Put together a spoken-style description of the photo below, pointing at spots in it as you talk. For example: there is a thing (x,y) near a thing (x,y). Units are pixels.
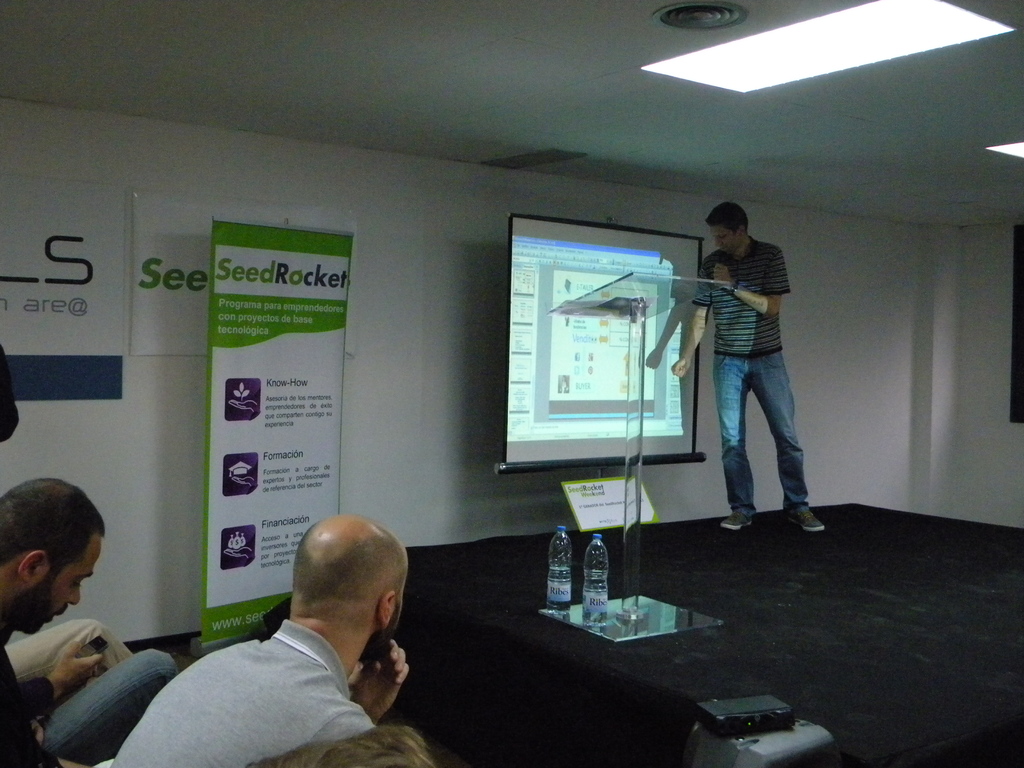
In this image, we can see few peoples (396,685) are there. On right side (723,430), a person (789,482) is standing on the stage (784,623). There is a glass podium (633,570) on the stage (799,620), 2 bottles (597,597) are there. And back side, we can see screen (573,369), banners (288,436), boards (101,330) and white wall (148,469). At the roof (718,181) we can see lights (785,40). And the bottom, we can see a projector (771,752).
